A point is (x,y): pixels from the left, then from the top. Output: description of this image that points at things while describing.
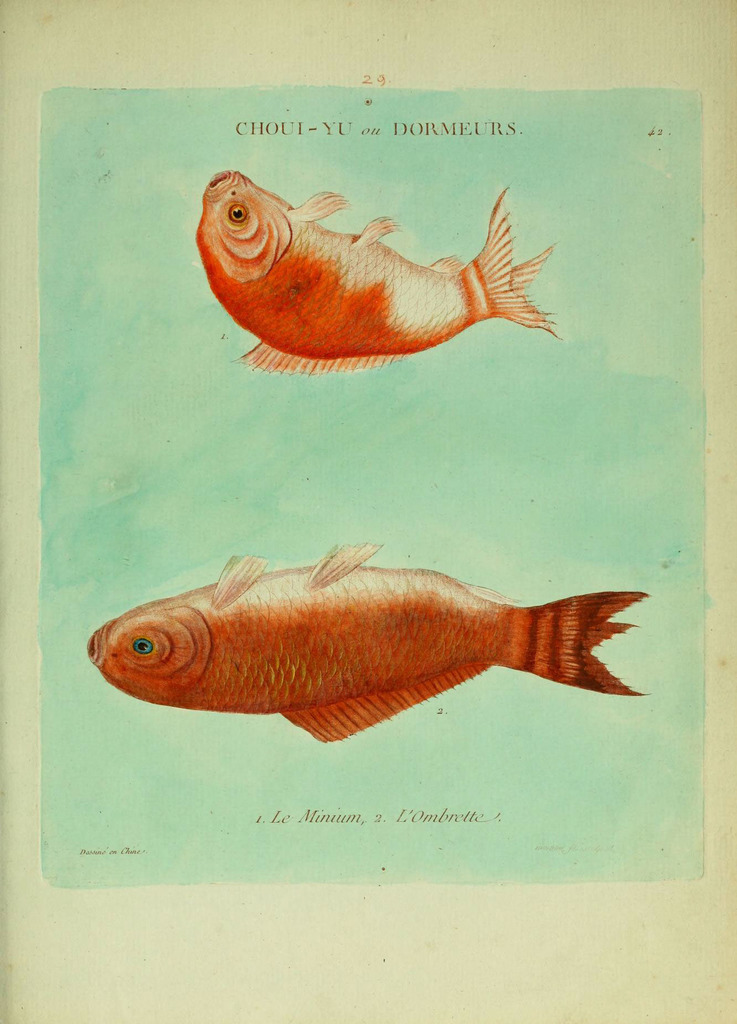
In the image we can see a paper (510,246), on the paper (425,199) there are fish paintings (357,265).
